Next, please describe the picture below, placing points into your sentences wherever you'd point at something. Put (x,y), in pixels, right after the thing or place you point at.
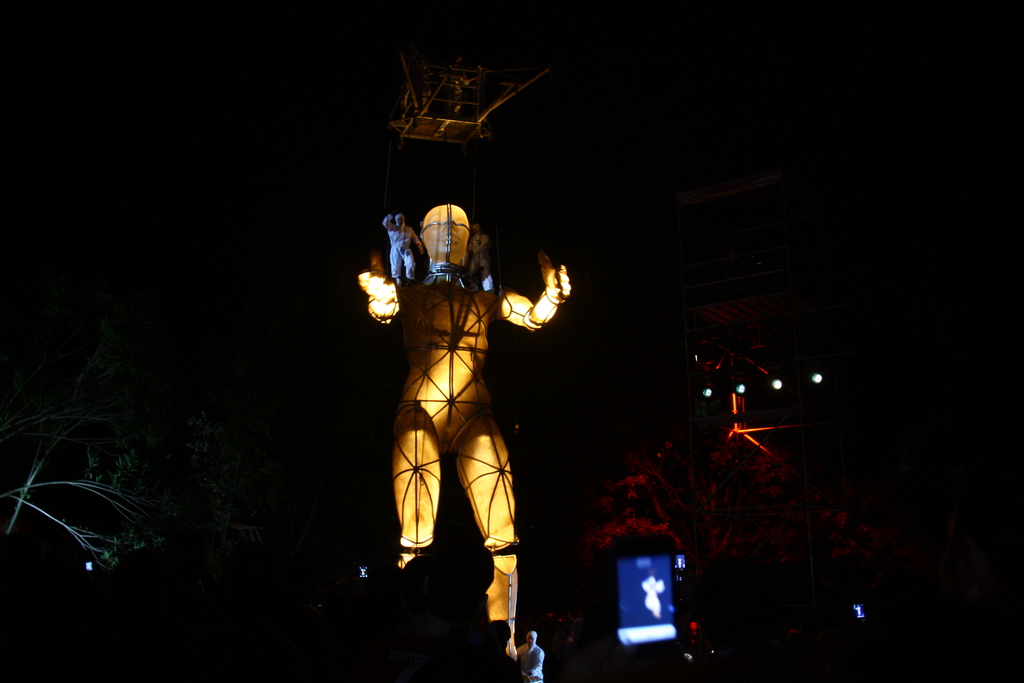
Here we can see statues (418,317), lights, and a person (526,660). This is a camera (621,602) and there are trees (645,524). There is a dark background (165,173).
